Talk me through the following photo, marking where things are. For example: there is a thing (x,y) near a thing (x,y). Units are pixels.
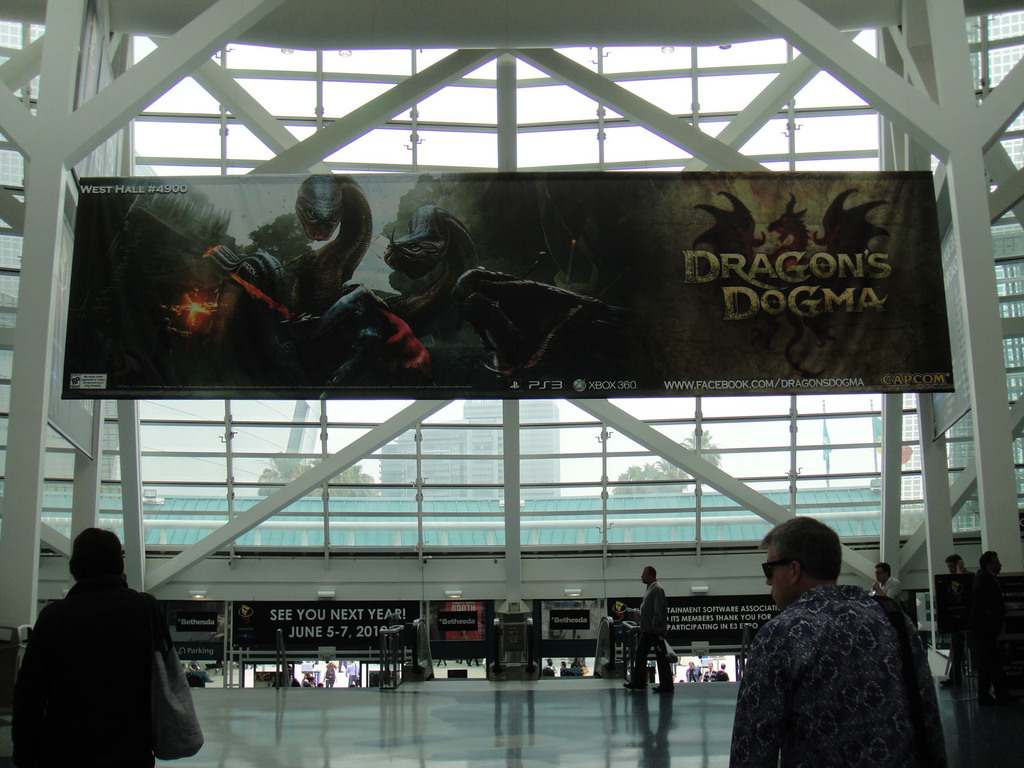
There are persons (158,650) walking on the floor (388,724). Above them, there is a hoarding (333,248) which is attached to the pillars (960,121) of a building (1013,508) which is having glass windows (239,438). Through this window (456,421), we can see, there are trees (648,470), building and there is sky (215,414).
